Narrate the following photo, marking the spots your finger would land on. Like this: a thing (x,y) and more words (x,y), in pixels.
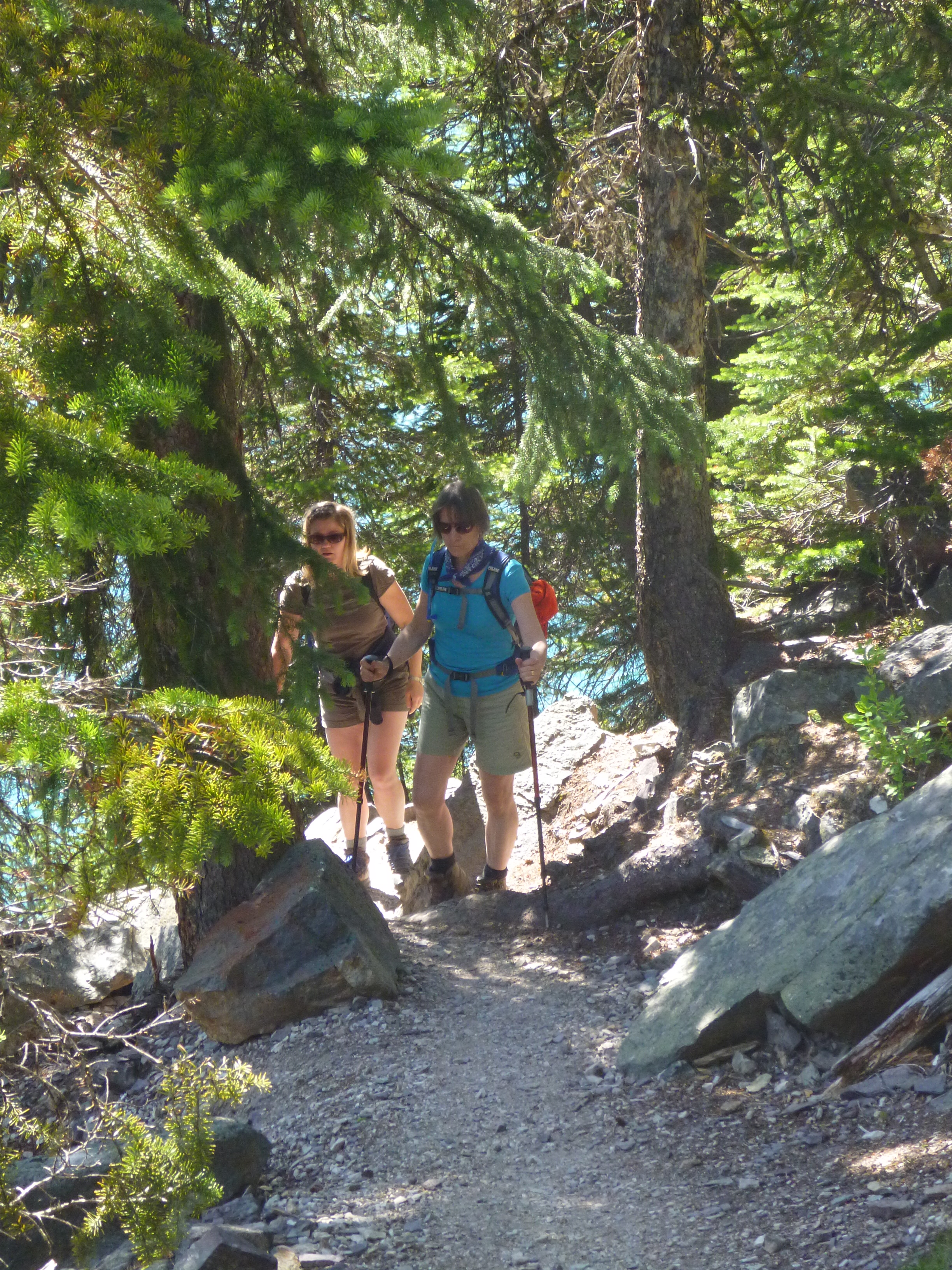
In this image, we can see people (311,591) wearing glasses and bags (387,650) and holding sticks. In the background (418,246), there are trees (723,432) and we can see rocks (739,920). At the bottom (427,1077), there is ground (480,1063).
